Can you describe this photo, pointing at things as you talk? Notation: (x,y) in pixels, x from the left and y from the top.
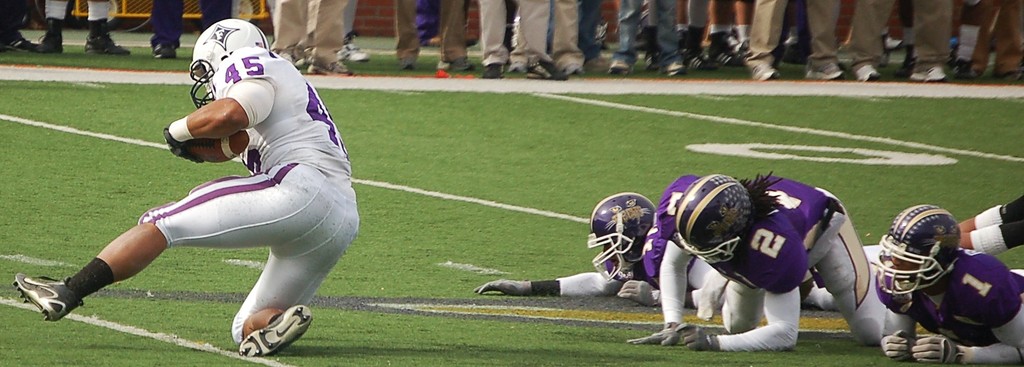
In the left side (316,226) a man (280,162) is running by holding a ball (245,149) in his hand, he wore a white color dress (287,201). In the right side (844,235) 3 persons (761,241) are laying on the ground (1014,249), these persons (690,269) wore brinjal color dresses (794,263).
